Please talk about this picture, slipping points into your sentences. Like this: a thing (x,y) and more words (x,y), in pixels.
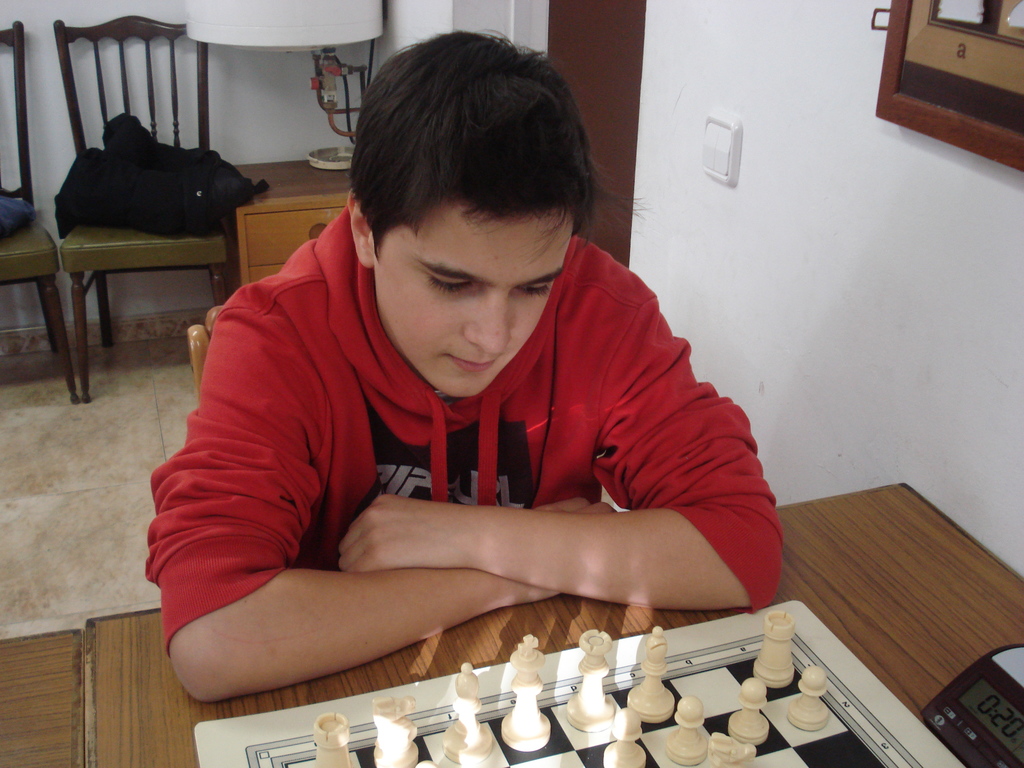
In this picture we can see a man (330,467) in red shirt (321,481) sitting on the chair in front of the table (467,660) on which there is a chessboard (484,677) and behind him there are two chair (69,235) and a desk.
